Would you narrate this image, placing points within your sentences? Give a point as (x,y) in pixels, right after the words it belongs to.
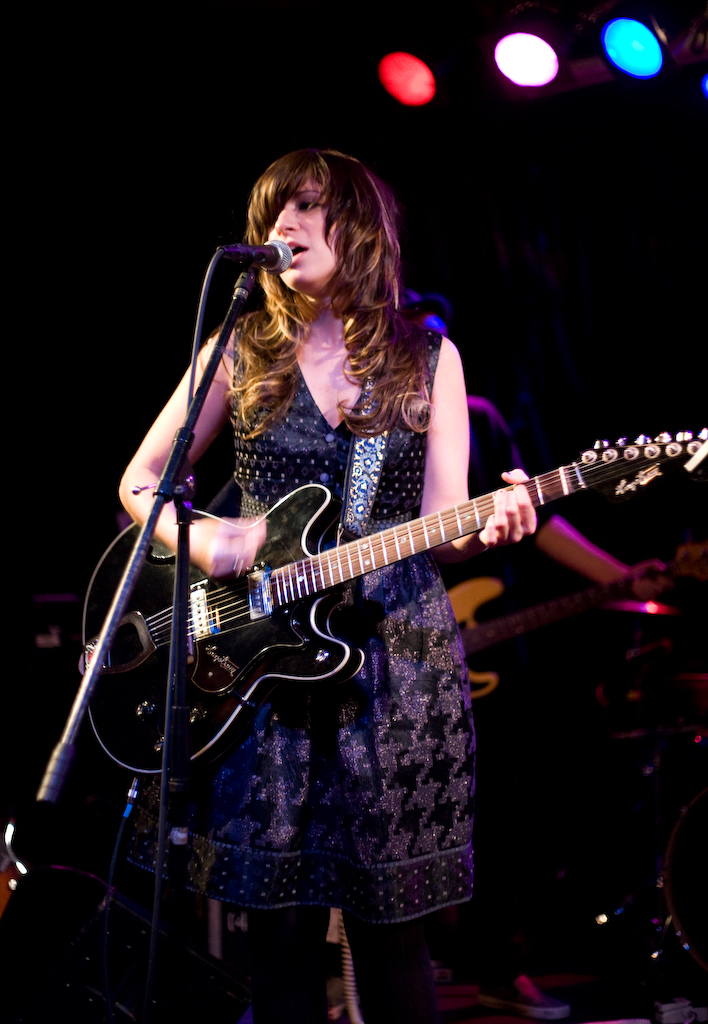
A lady (410,787) with black frock (375,626) she is playing a guitar (228,592). In front of her there is a mic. At the back of her there is another person (502,460) playing a guitar (483,629).
